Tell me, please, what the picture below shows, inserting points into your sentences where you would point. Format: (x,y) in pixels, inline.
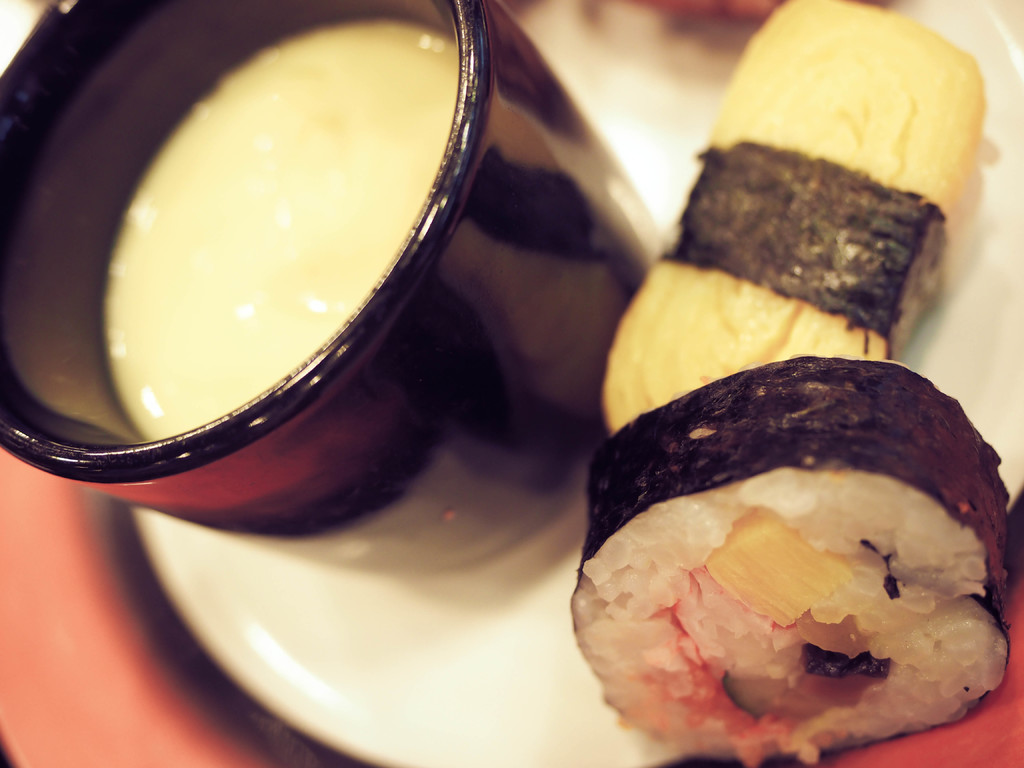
In this image, we can see some eatable things (791,485) are placed on the plate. Here there is a black bowl (366,357) with liquid (255,234).
